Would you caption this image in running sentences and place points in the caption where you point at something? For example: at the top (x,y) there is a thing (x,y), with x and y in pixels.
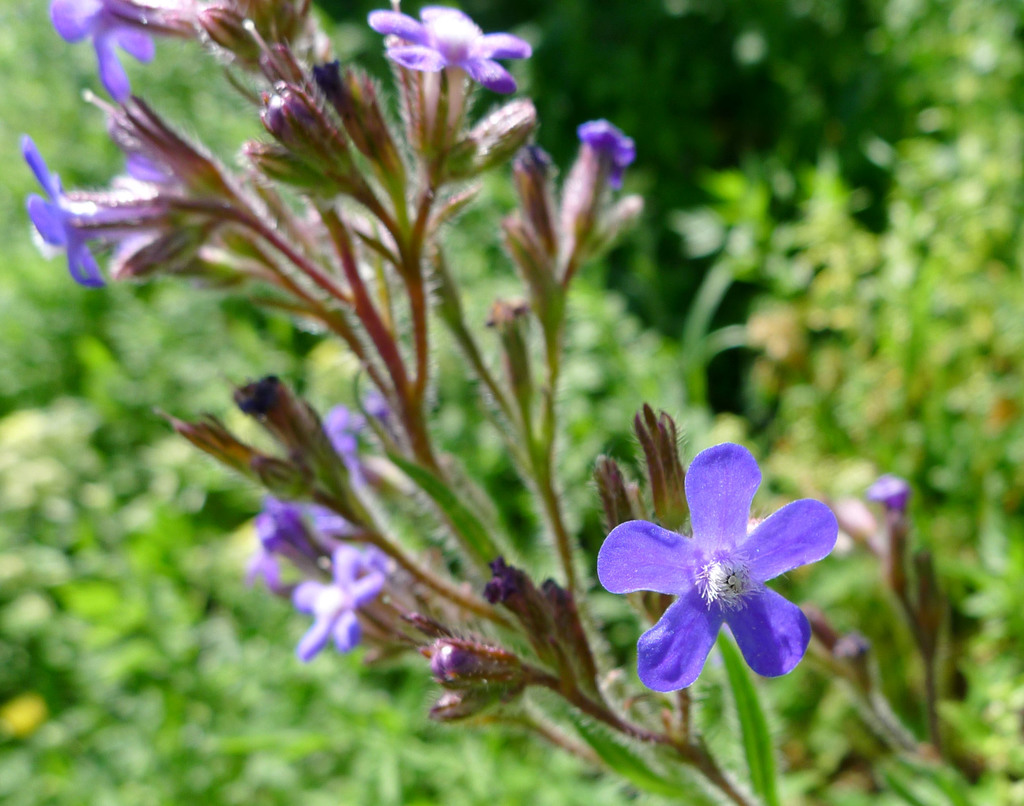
There are violet color flowers (675,662), buds (568,653) and leaves (439,485) on a stem (346,264). In the background (823,152) it is blurred.
